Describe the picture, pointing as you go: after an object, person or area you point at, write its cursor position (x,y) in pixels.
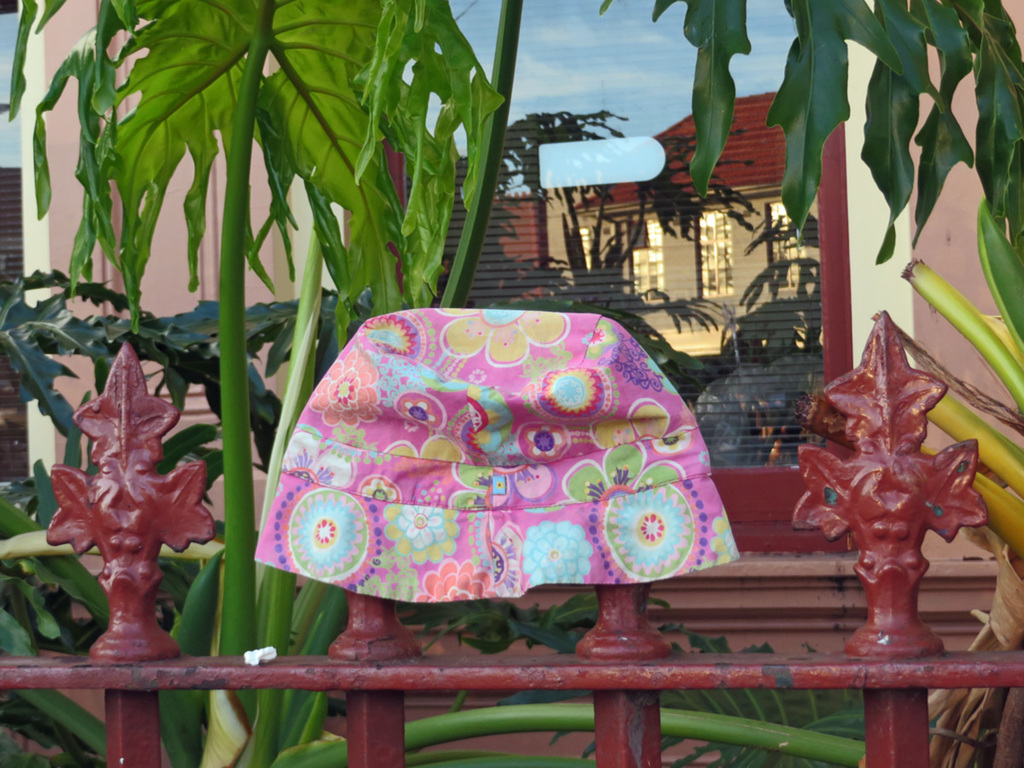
In the foreground of the image (483,532) we can see a cap (440,589) placed on the fence (342,649). In the background (955,615), we can see a group of trees (1016,502), building (845,321) with windows (12,202).
